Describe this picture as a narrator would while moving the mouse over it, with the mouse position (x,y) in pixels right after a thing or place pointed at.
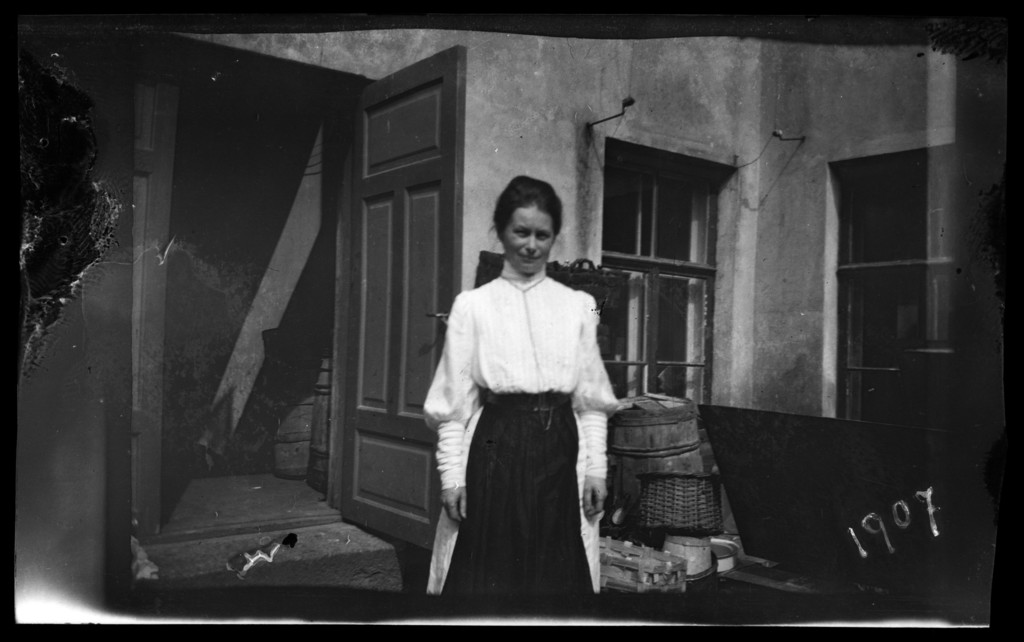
It is a black and white image. In the center of the image (549,421) there is a person (596,407). Behind her there is a door (396,377). Beside her there are few objects (675,440). In the background of the image (719,108) there is a building (740,210) with the windows (903,273).
